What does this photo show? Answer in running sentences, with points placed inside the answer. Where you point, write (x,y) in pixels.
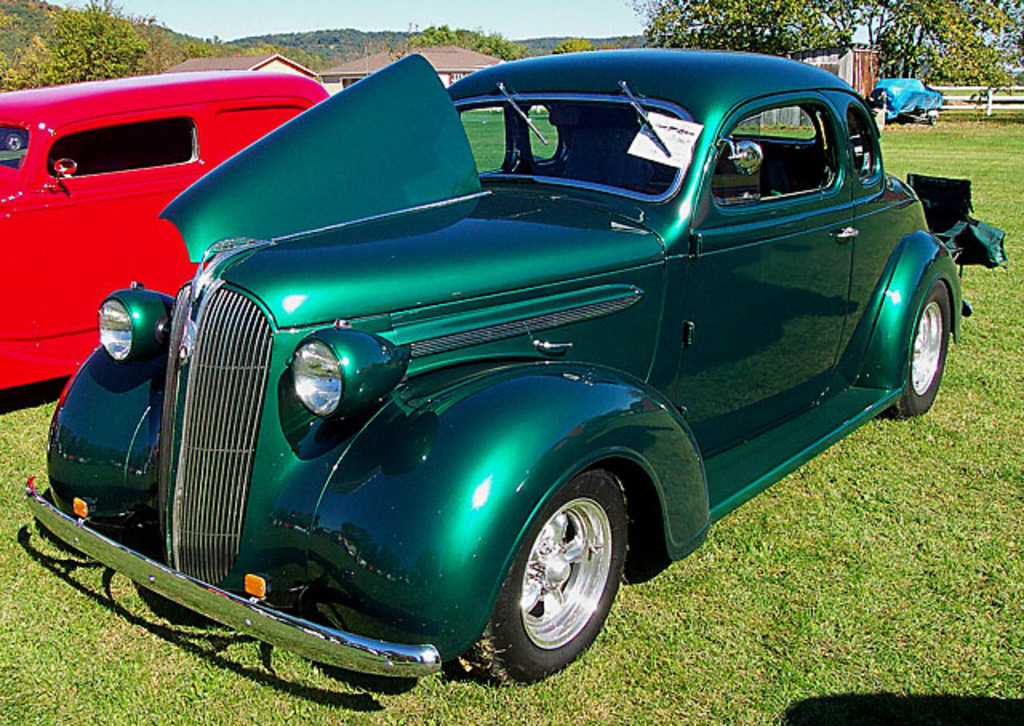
In this picture I can see the vehicles (455,360) on the green grass (639,674). I can see the house (457,49). I can see trees (332,44). I can see the wooden fence (967,106) on the right side (979,94). I can see the hills (302,37). I can see the sky (576,3).
